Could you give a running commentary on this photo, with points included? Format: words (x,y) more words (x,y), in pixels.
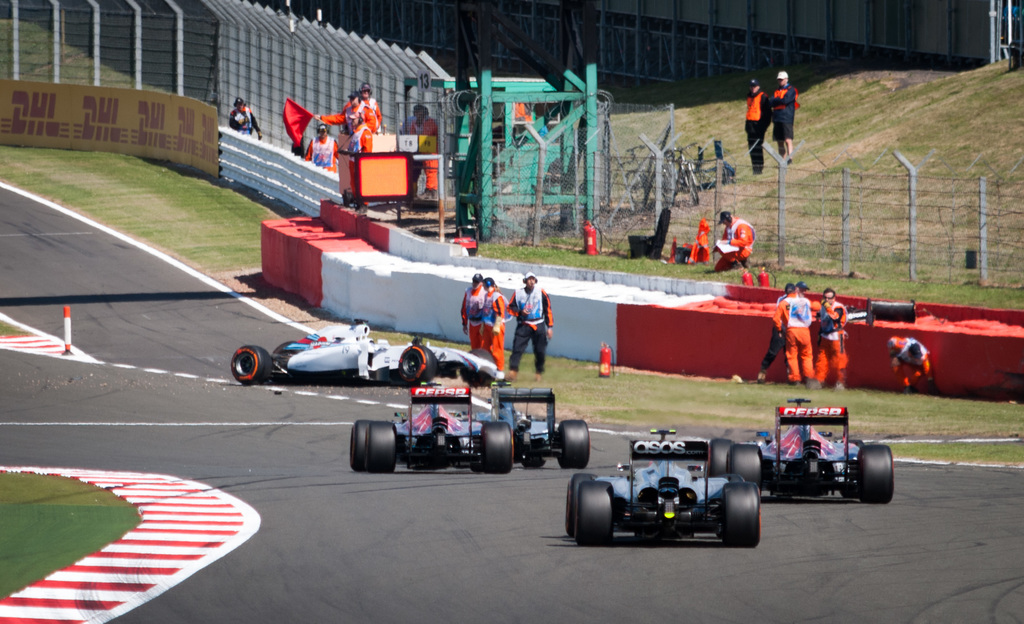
Vehicles (331,367) are on the road (353,497). Here we can see people (368,148), fence (326,89), grass (1022,103) and hoarding (154,134).
